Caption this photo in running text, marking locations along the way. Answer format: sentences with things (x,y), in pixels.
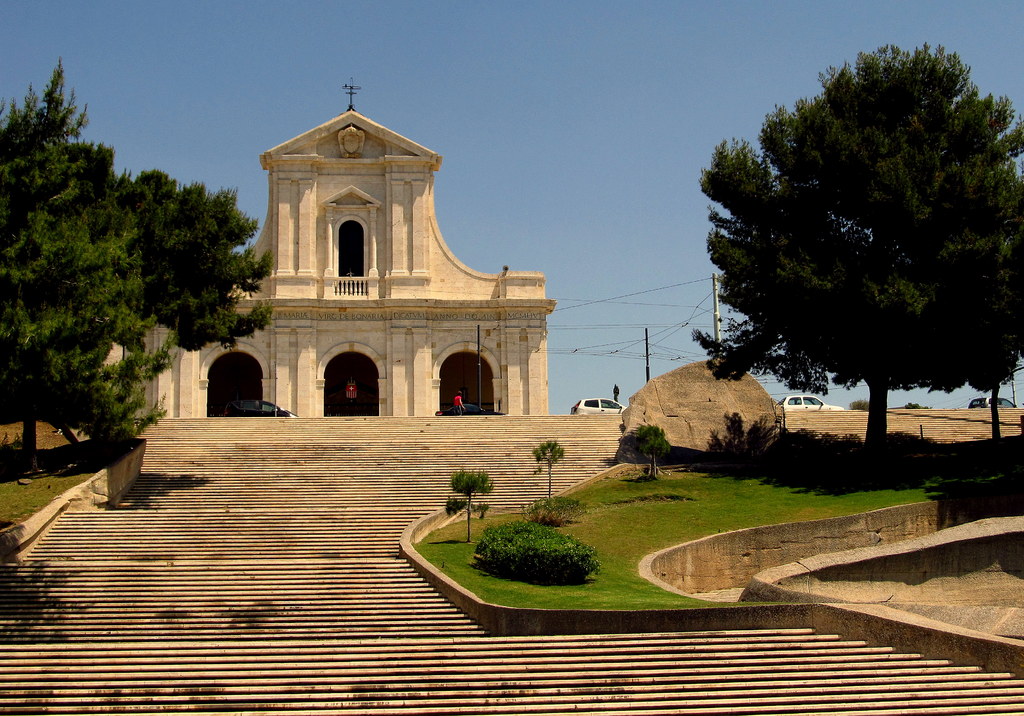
In this image we can see building (387,266), stairs (358,530), motor vehicles (465,412), persons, poles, electric cables (680,305), bushes (540,545), plants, rock (735,393), trees (829,274) and sky (238,137).
